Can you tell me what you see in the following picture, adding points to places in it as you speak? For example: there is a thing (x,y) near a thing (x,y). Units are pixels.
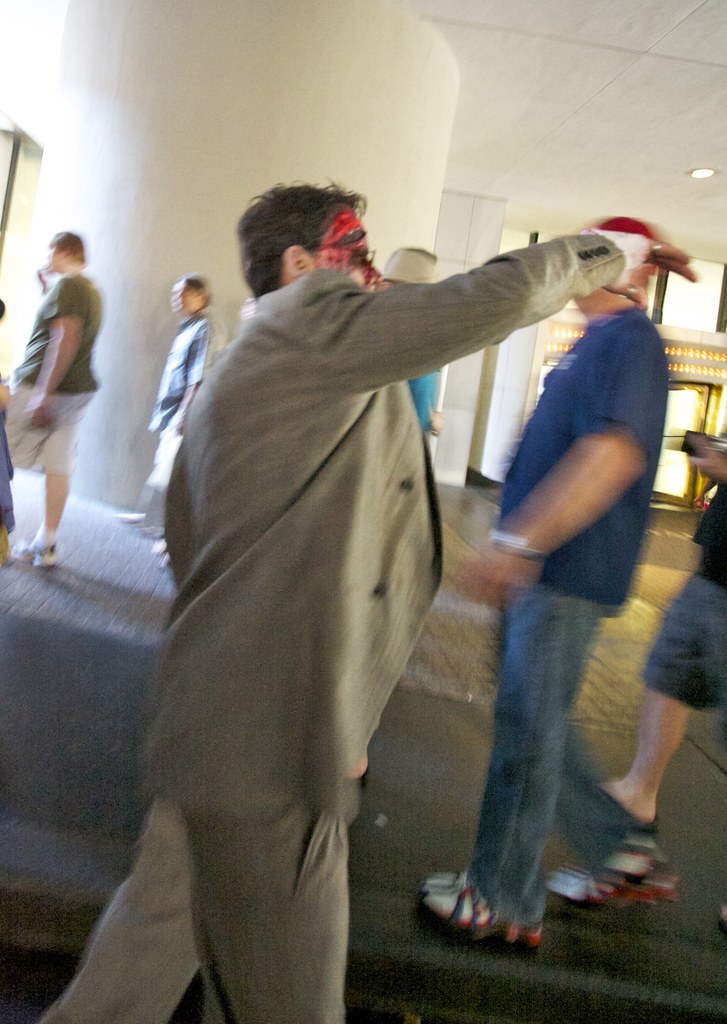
In this picture there is a man (262,551) who is wearing spectacle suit (327,461) and trouser (276,930). On the right (638,795) there is a woman (677,626) who is wearing black shorts (698,603). She is standing near to the man (581,483) who is wearing blue shirt (612,544), jeans (544,642), watch (501,535) and shoe (593,900). On the left (175,303) two person (64,393) standing near to the pillar (151,256). Here we can see lights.
